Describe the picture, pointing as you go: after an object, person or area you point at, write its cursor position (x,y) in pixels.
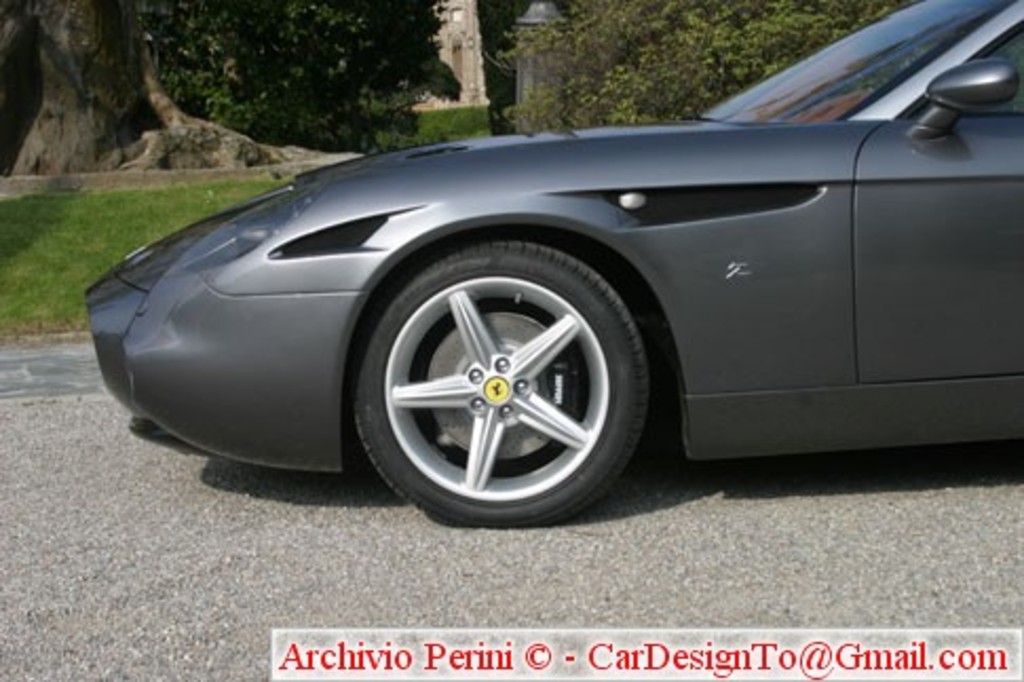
In this picture we can see a car (694,327) in the front (461,326), in the background (611,75) we can see trees (574,61) and grass (101,213), there is some text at the bottom (657,635).
